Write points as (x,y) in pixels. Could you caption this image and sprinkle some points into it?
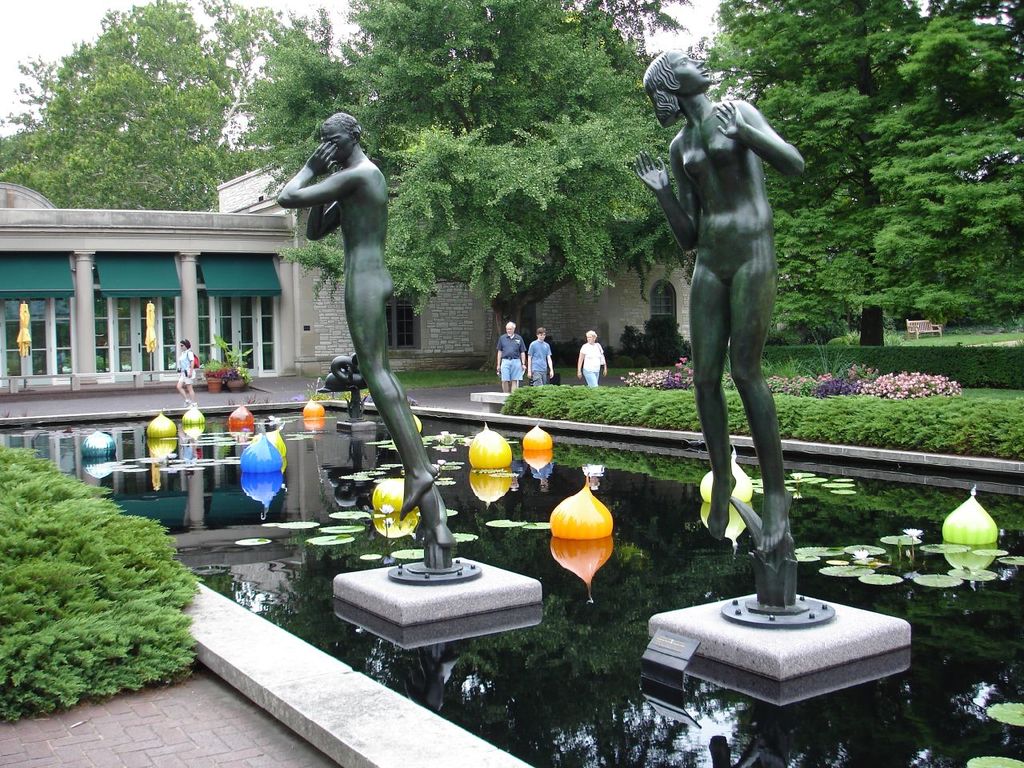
In this image there is the sky (298,6) towards the top of the image (314,6), there is a building (213,280) towards the left of the image (283,270), there is a wall (573,306), there are windows (414,324), there are pillars (190,255), there are two men (538,358) walking, there are two women (191,357) walking, they are wearing a bag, there is road (85,398) towards the left of the image (72,396), there are trees (897,119) towards the top of the image (708,65), there are plants (947,371) towards the right of the image (933,364), there are plants (58,597) towards the left of the image (55,498), there is water (809,508) towards the right of the image (943,582), there are objects (495,455) on the water (471,435), there are sculptures (377,180) of a person (692,122), there is a bench (920,329) on the grass (956,340).
